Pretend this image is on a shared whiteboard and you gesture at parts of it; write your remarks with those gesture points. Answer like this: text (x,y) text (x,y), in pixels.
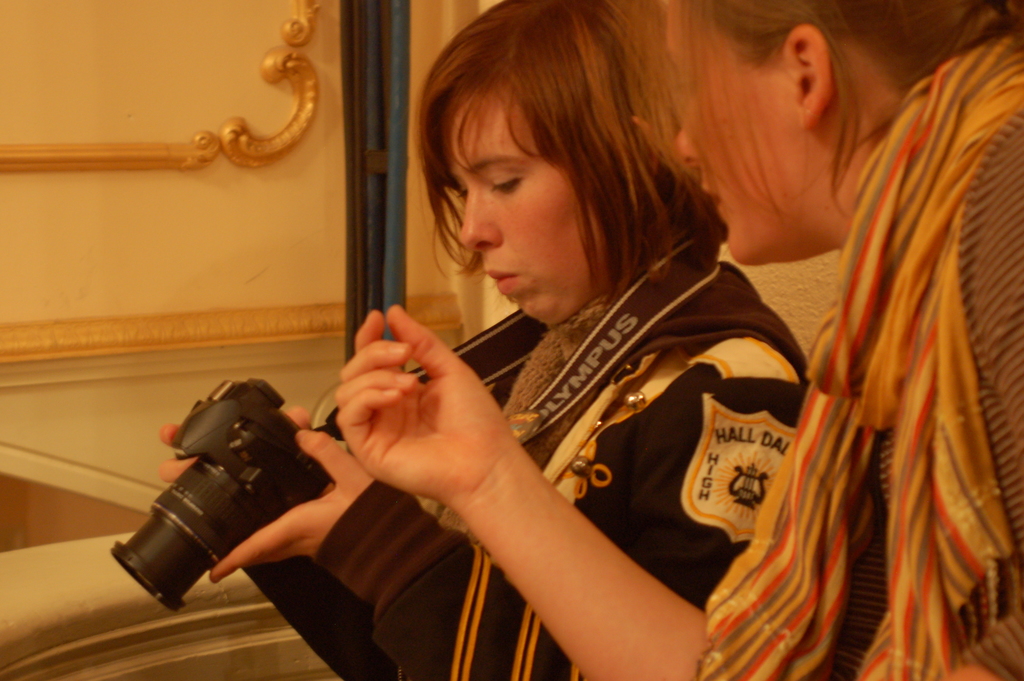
In this picture, we see two women (868,533). Woman (531,654) in black jacket (637,433) is holding camera (165,579) in her hands (287,528) and she is seeing pictures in that camera (307,471). Beside her, we see a woman (852,263) wearing yellow scarf (937,306) is looking those pictures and beside them, we see a white wall (288,184) and the blue pipes (361,223).
